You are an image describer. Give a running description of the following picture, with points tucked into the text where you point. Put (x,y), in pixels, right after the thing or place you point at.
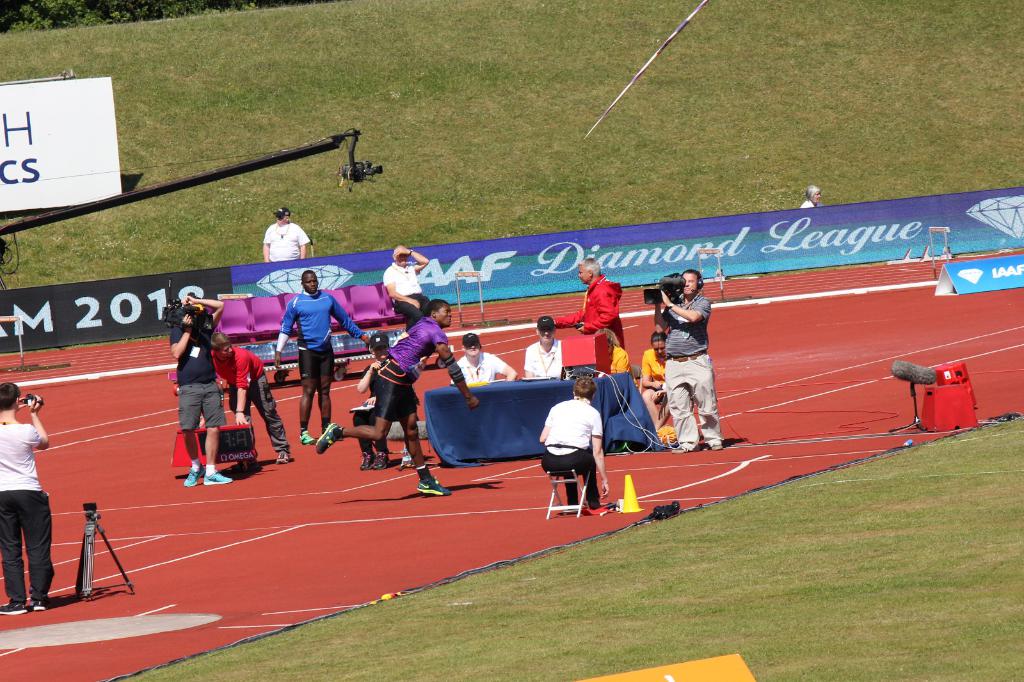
In the foreground (279,459) I can see a crowd (435,339) on the ground (682,500), camera stand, chairs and a table (446,419). In the background (53,312) I can see a fence (619,253), grass (394,237). This image is taken during a day on the ground (490,502).
